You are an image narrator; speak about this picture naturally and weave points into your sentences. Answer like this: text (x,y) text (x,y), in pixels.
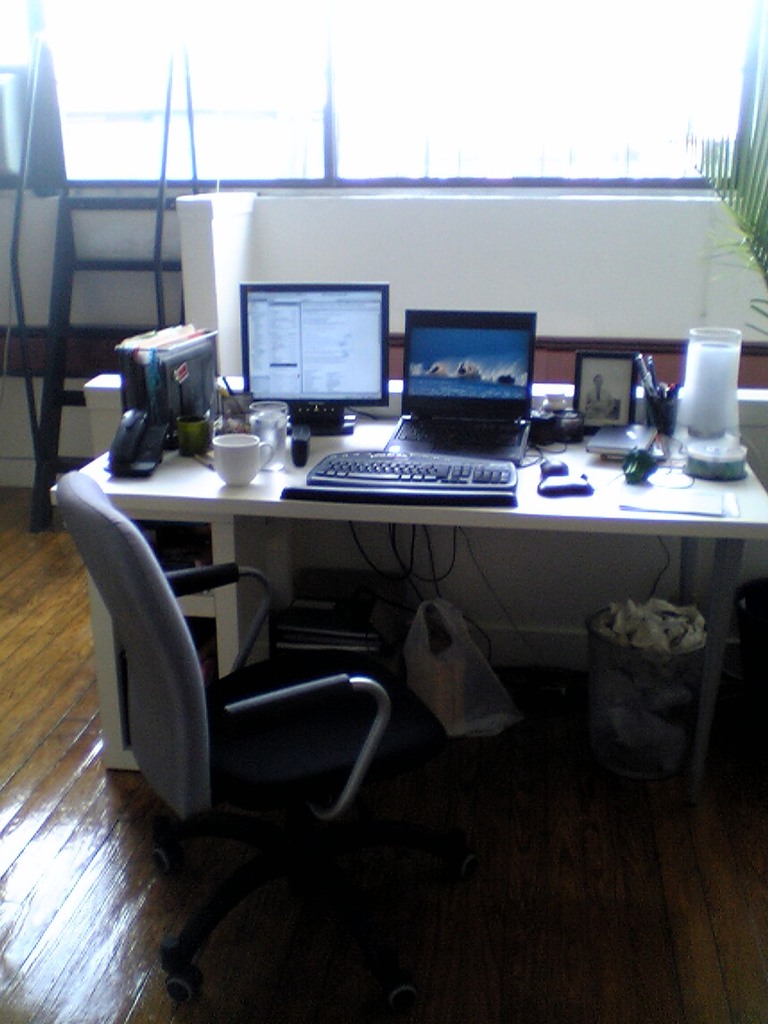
We can see chair (206,796) on the floor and we can see laptop (474,451), monitor (303,407), keyboard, telephone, cups (260,413), frame (603,423), jar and some objects (644,471) on the table (614,489), under the table (602,497) we can see trash (649,642) in bin (614,693), cables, cover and objects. In the background (506,232) we can see wall (474,264) and plant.
